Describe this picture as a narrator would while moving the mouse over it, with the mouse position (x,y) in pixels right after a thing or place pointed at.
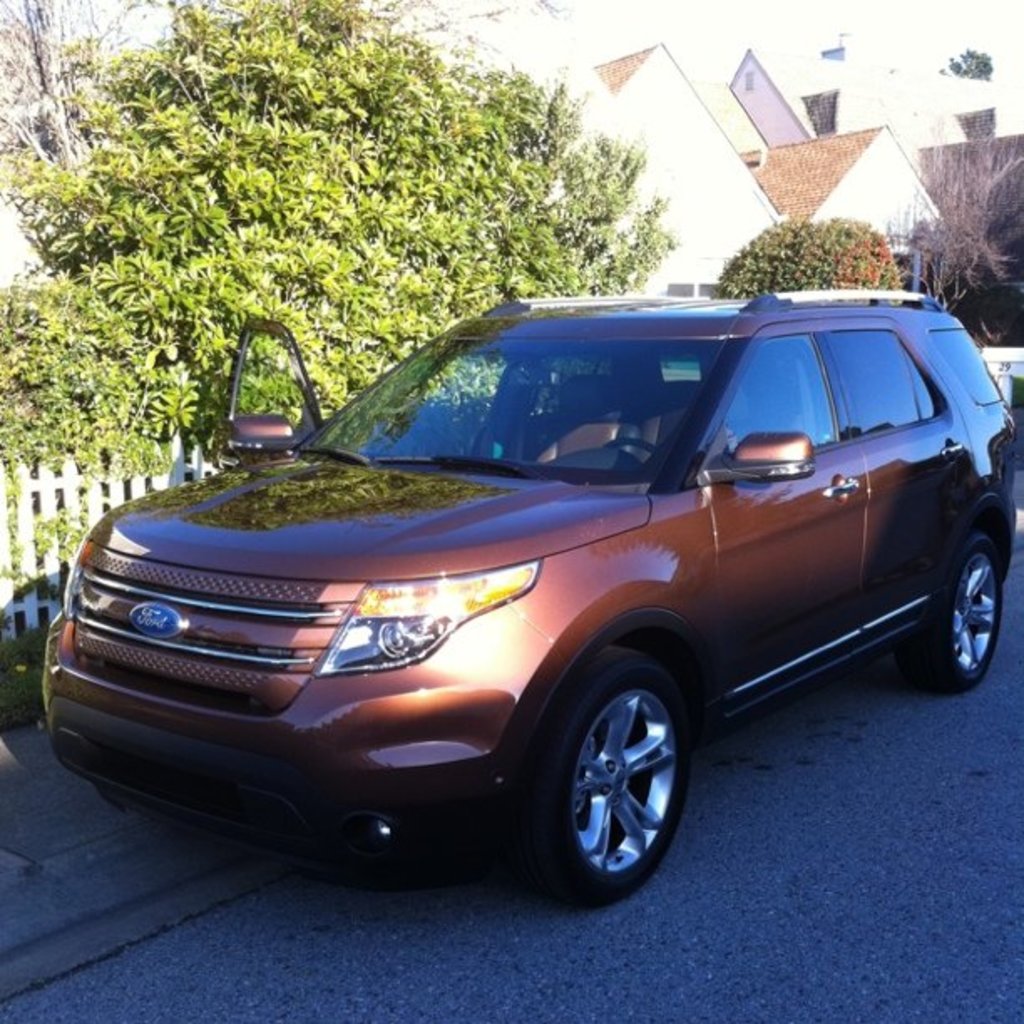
In this image we can see a car (394,538) on the road (859,849), there are some trees (222,335), buildings (933,203) and the fence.
